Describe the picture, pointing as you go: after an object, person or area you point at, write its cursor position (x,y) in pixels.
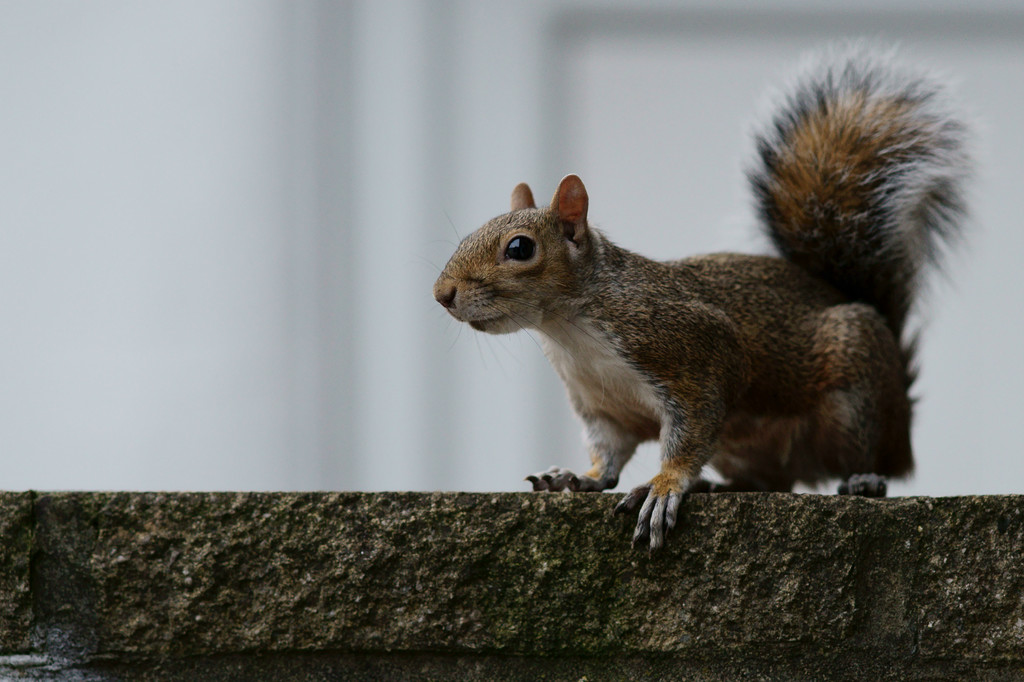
In this image we can see one squirrel (779,375) on the surface (616,553) which looks like a wall (702,543) and there is a white background (720,54).
